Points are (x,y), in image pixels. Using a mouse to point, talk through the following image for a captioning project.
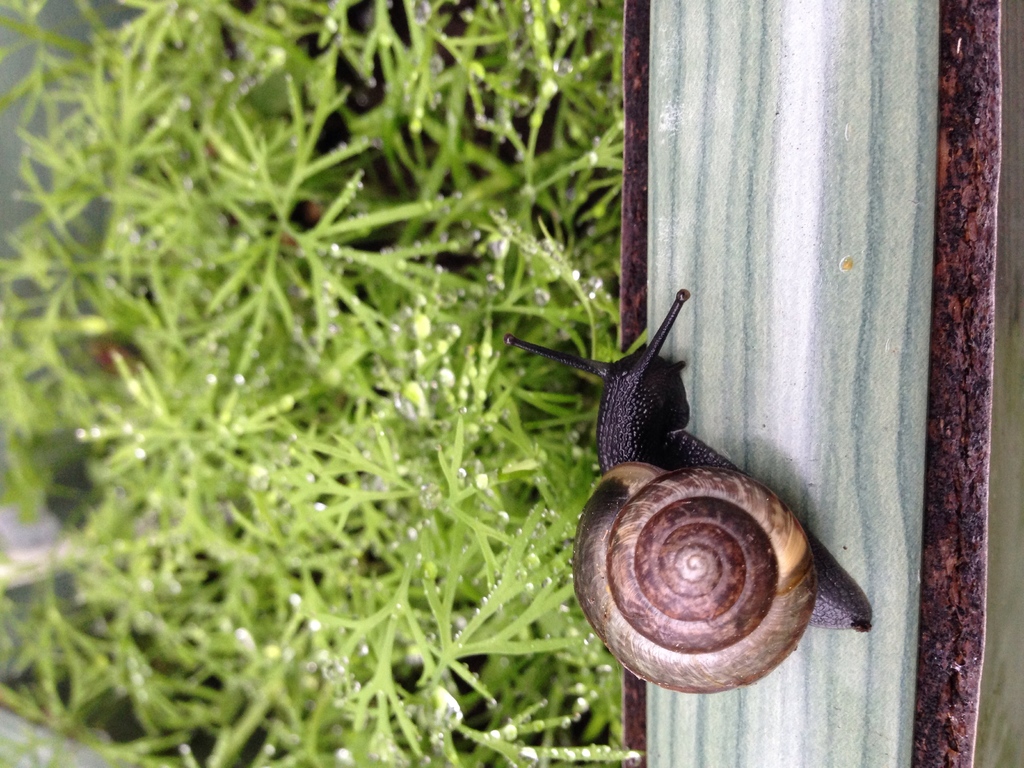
In the foreground of this picture (581,535), there is a snail (714,469) on the right side of the image (694,635). On the left (319,389), there is a grass (298,328) and few water drops (450,710) on it.
